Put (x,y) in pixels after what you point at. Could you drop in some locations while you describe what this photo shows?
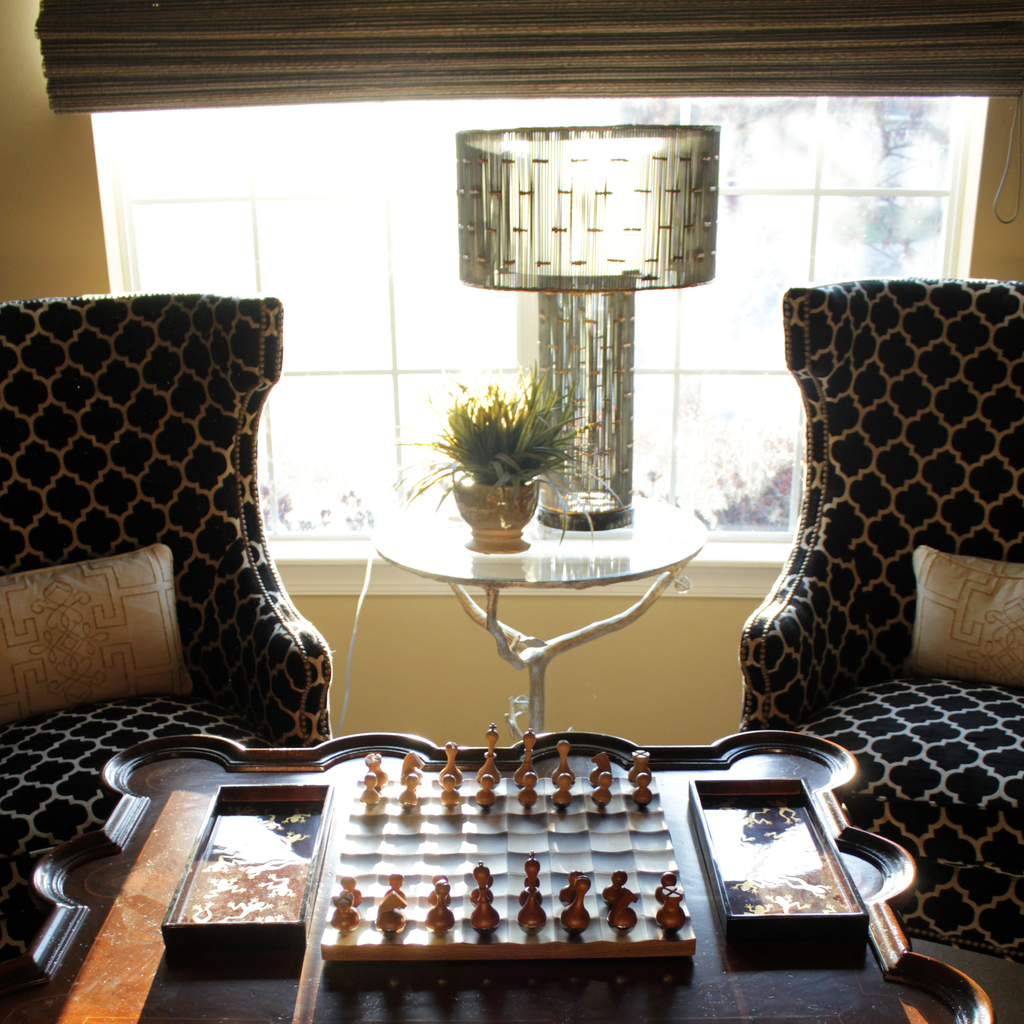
In this image in the front (470,915) there is a table (644,990) and on the table (507,994) there is a chess board (494,877). In the center (513,475) there are sofas (834,639) with cushions (55,651) on it and there is a round table (580,541) and on the table (575,553) there is a plant (497,466) in the pot (509,506) and in the background (354,234) there is a window (872,266) and there is a curtain (249,46).
